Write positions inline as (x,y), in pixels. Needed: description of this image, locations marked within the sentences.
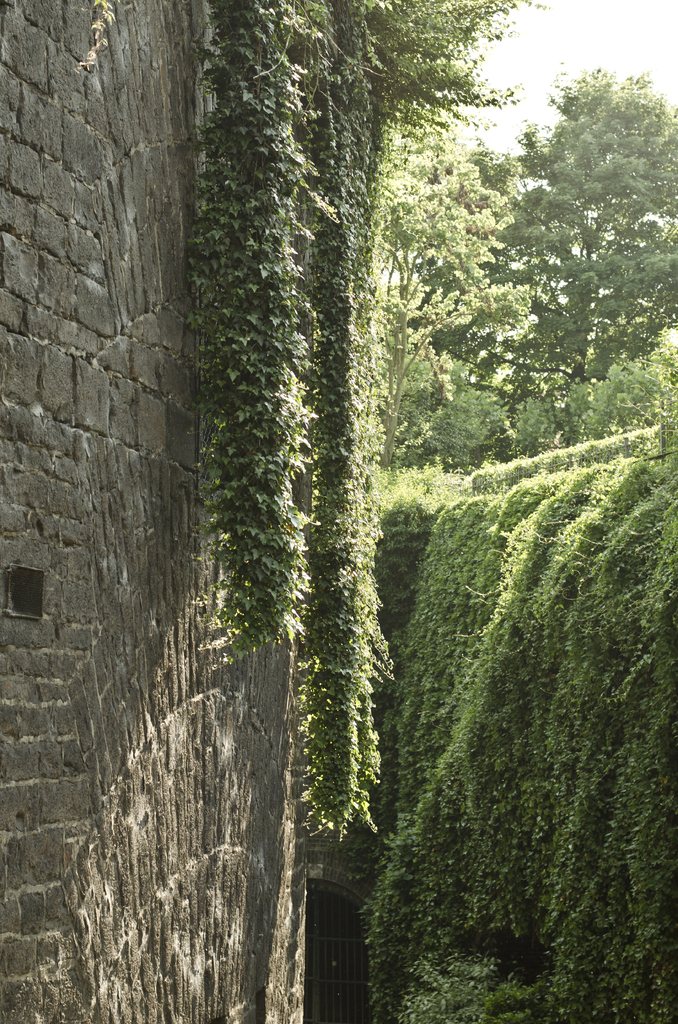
In this image, I can see the trees (600,374) with branches (593,317) and leaves (540,452). I think these are the creepers (390,555). This is a building wall (182,695). At the bottom of the image (349,962), that looks like an iron gate (352,976).
